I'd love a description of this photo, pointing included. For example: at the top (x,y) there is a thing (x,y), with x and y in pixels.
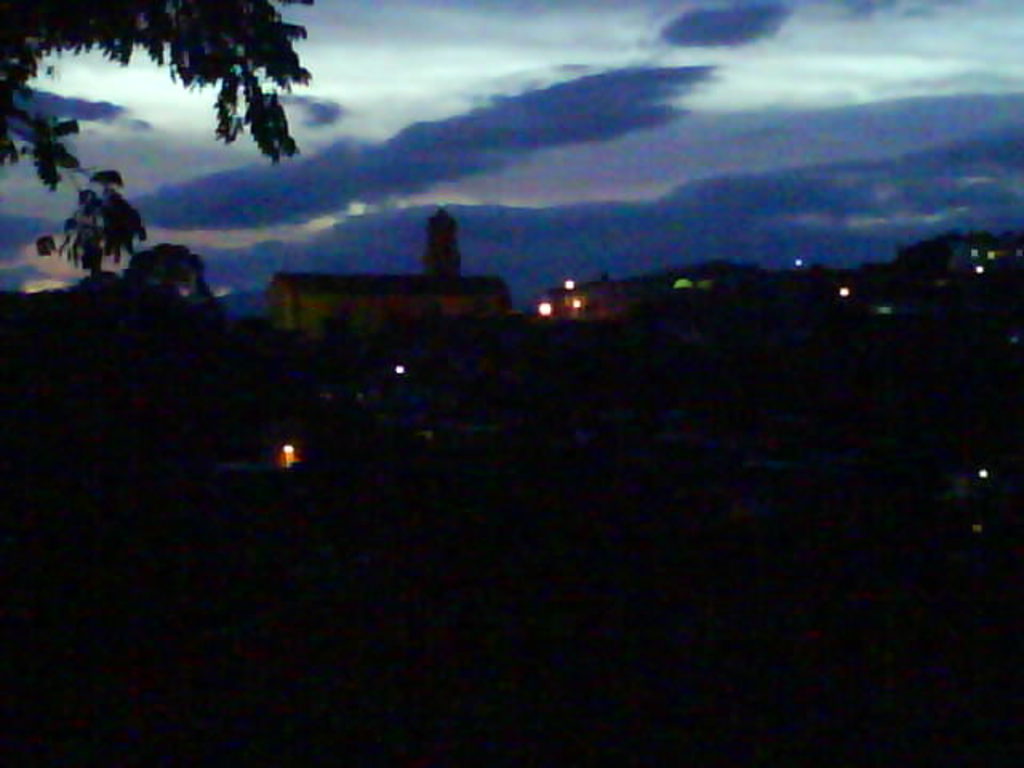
This picture is taken in the nighttime. In this image we can see that there are lights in some parts. At the top (563,60) there is the sky (527,63). On the left side (160,50) top there are leaves (217,33).
